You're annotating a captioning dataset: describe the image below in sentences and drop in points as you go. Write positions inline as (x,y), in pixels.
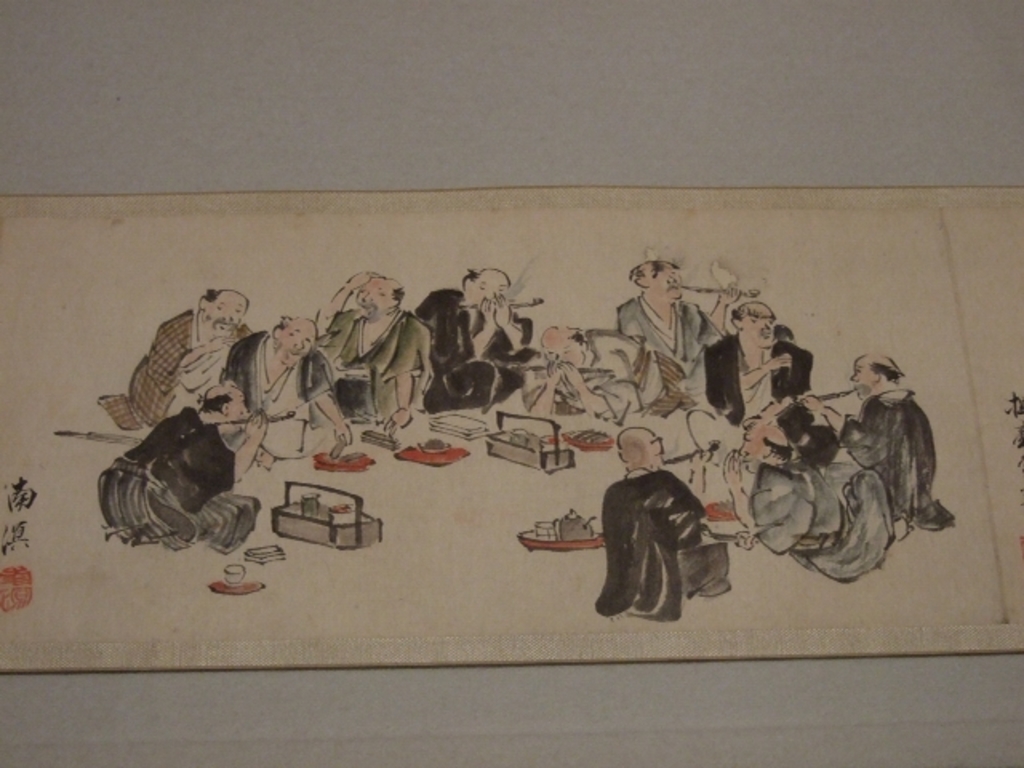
In the picture I can see a sketch (486,479) of people (318,378) and some other things (511,436). This object (409,392) on a white color surface (347,121).
